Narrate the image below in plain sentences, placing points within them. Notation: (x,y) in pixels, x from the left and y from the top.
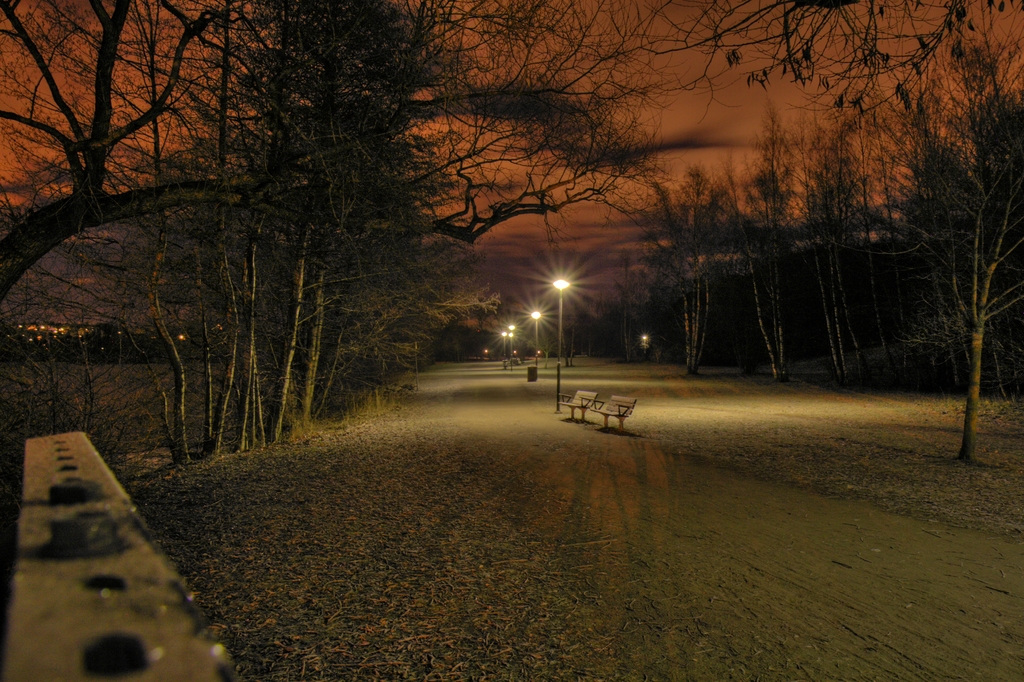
In this image we can see there are trees (545,211), In the middle of the trees (766,344) there are a few street lights (560,358), two benches (573,405) on the path (587,451). On the left side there is an object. In the background (621,214) there is a sky (689,134).
